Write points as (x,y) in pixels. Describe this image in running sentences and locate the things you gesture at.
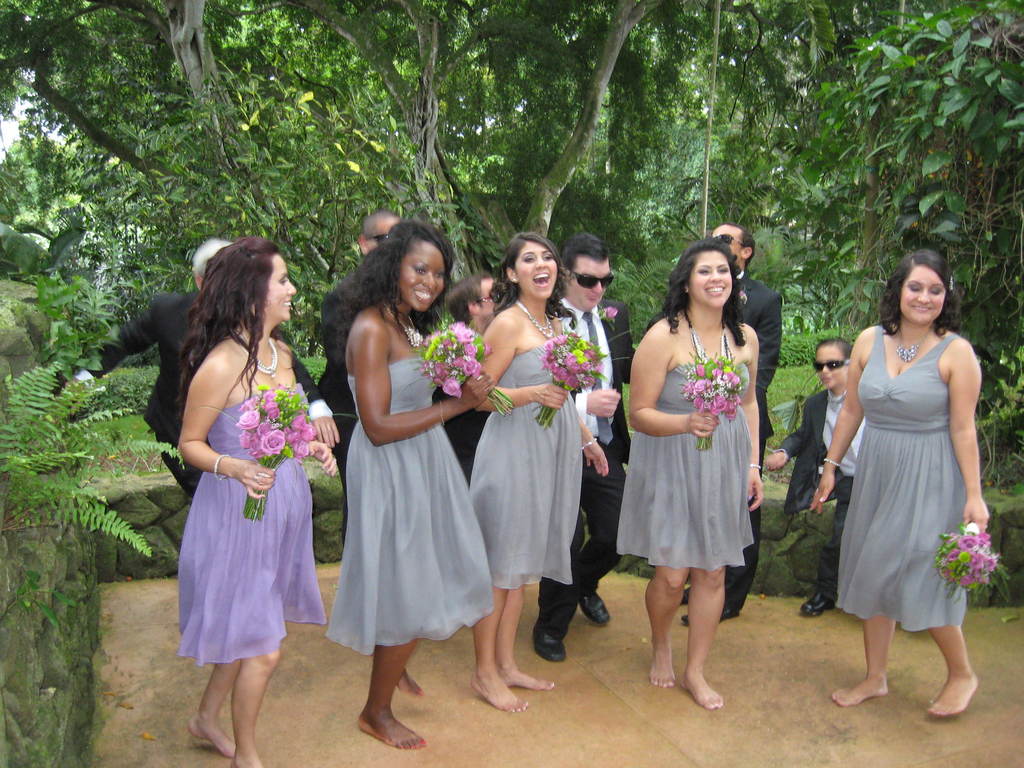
In this picture we can see women (917,549) holding flower bouquets (586,363) in their hands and smiling. We can see plants (615,286), grass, trees (347,245) and a few things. There are a few people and a kid (806,439).
